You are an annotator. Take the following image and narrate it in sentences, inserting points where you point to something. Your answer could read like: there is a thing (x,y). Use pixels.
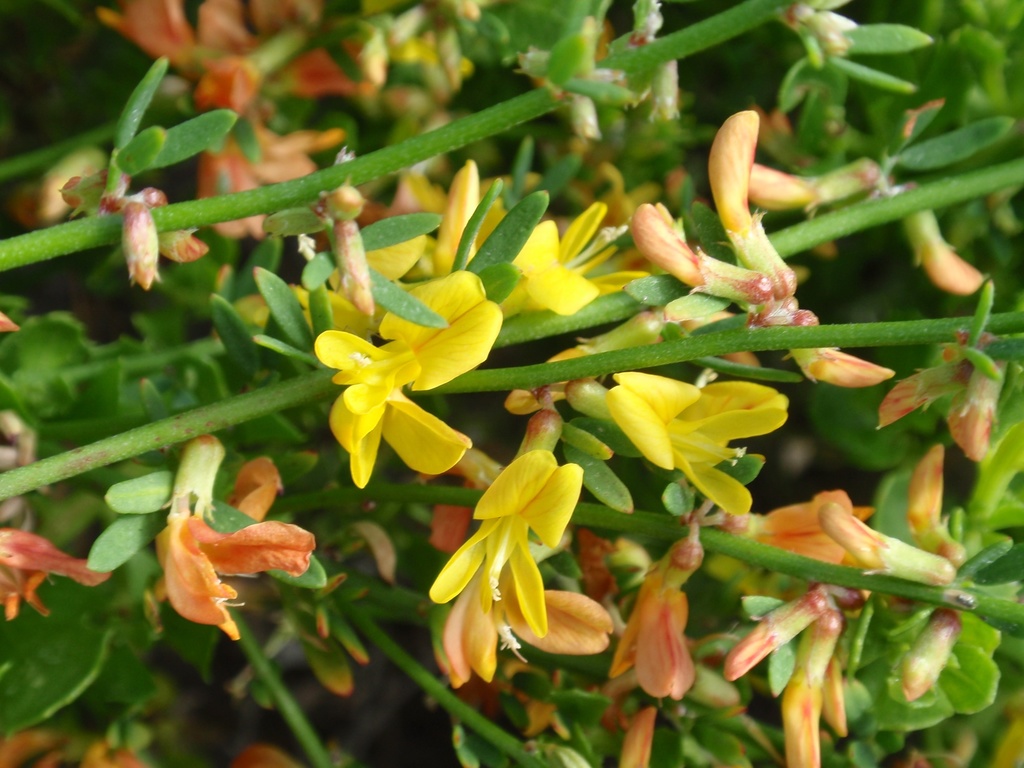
In this image I can see few flowers (230,625) in orange and yellow color and I can see leaves (396,222) in green color.
